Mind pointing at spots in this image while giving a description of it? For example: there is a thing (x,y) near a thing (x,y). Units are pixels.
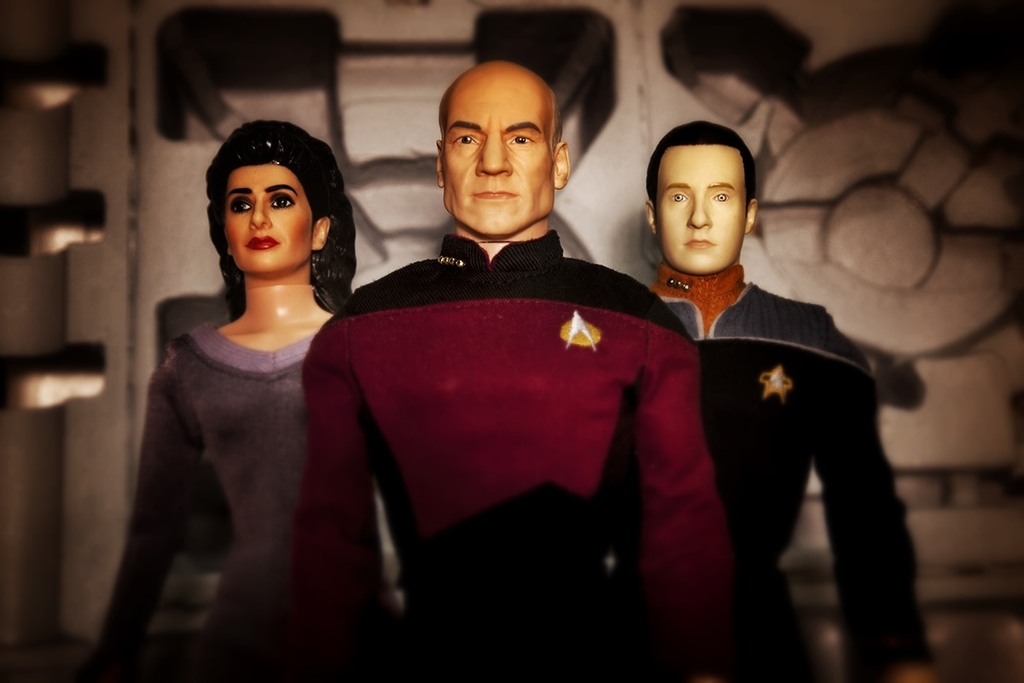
In this picture I can see there are three dolls (766,470) and they are wearing shirts (332,477) and in the backdrop (219,502) I can see there is wall (75,246).
